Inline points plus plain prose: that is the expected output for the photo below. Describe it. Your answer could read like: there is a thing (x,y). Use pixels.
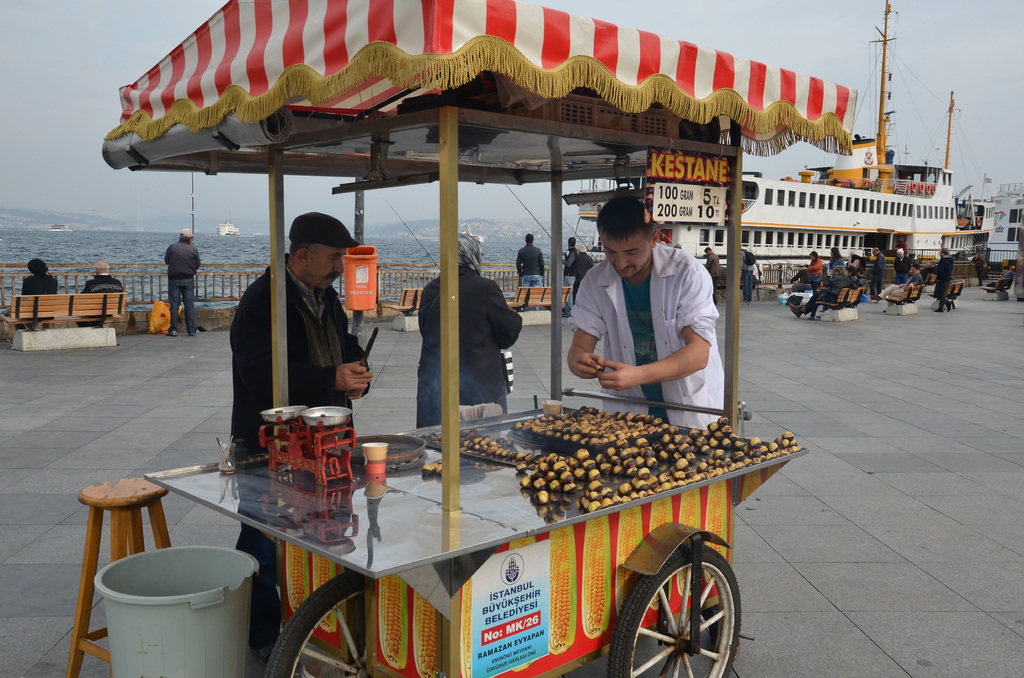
In the image there is a food cart (511,490) with poster (501,563), images (713,488), food items (578,432), cup (382,472), balance machine (349,472) and some other items (396,464) on it. Above the cart (705,144) there is a roof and also there is a poster (671,191). Around the cart (276,306) there are two men (335,342) standing. On the left side of the image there is a bin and also there is stool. There are few people (842,262) sitting on the benches (68,297) and the other few people (535,274) are standing. In front of them there is railing (58,277). Behind the railing (769,265) there is a ship (810,192) on the water (13,249). In the background (72,203) there is sky (915,89).
